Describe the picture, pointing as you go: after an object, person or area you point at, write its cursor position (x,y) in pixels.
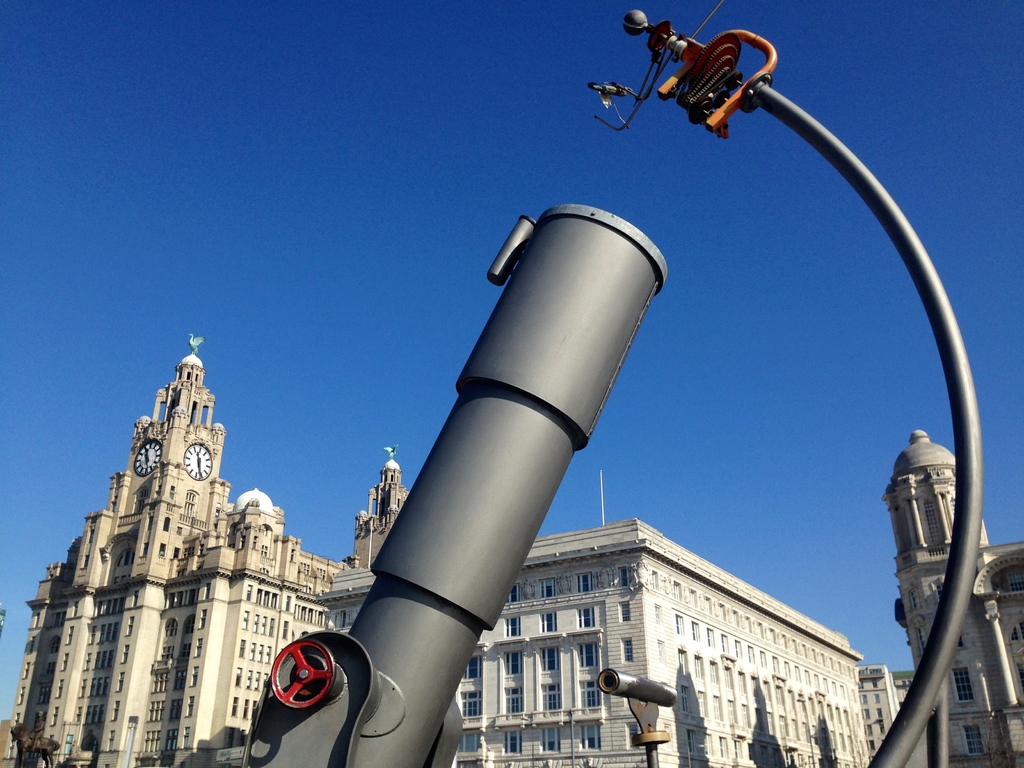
In this image I can see few buildings (137,666), windows (726,646), statue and few clocks (203,456) are attached to the wall (186,439). I can see an ash color object (564,288) and the sky (1007,199).
